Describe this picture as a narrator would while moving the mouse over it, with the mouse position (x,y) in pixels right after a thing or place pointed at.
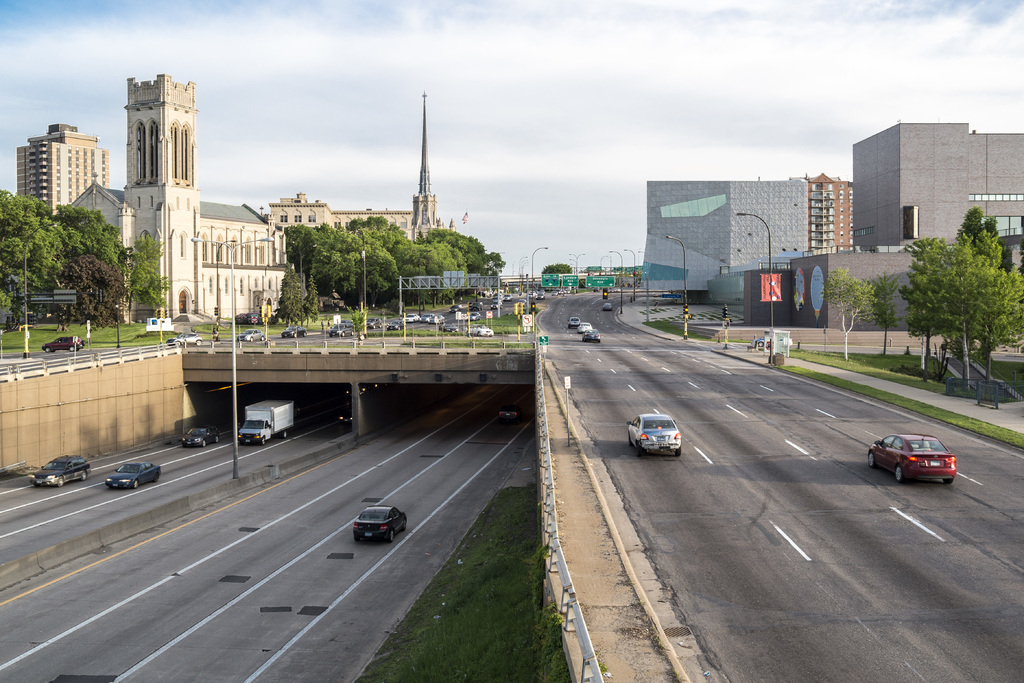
In the image there are vehicles (158,471) going on road (439,550) on either sides, in the back (676,261) there are buildings (753,246) on either side of land (1020,405) with trees (377,293) in front of it and above its sky (512,87) with clouds (416,66).
